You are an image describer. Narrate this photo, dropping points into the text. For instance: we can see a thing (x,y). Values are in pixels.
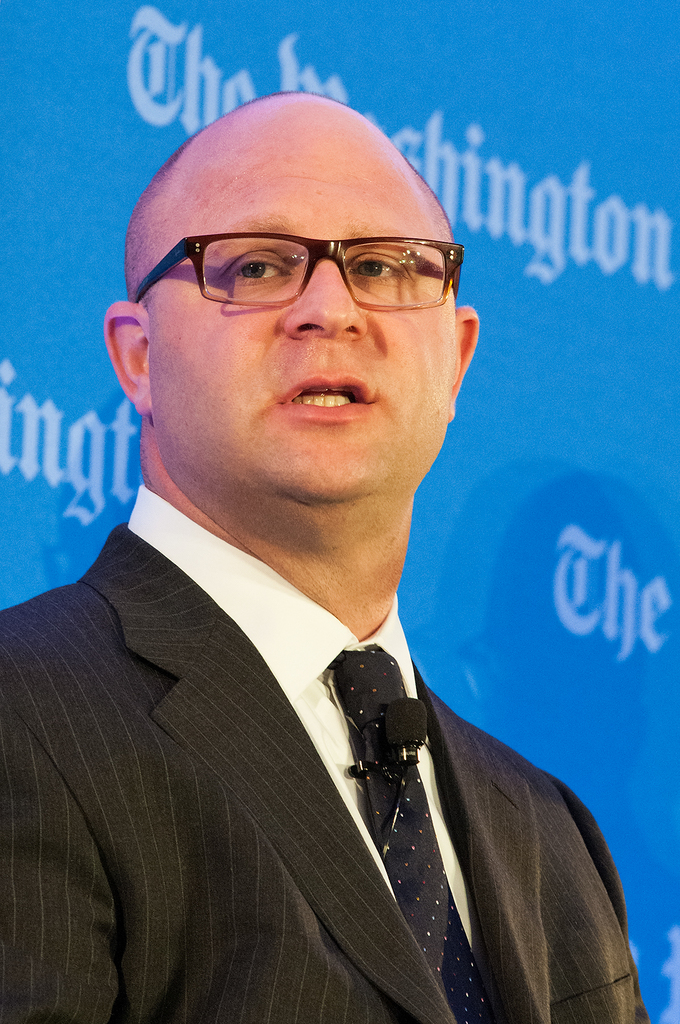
In this picture we can see a man (137,907) wore a blazer (180,835), tie (436,909), mic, spectacles (168,267) and in the background (498,222) we can see a banner (498,261).
